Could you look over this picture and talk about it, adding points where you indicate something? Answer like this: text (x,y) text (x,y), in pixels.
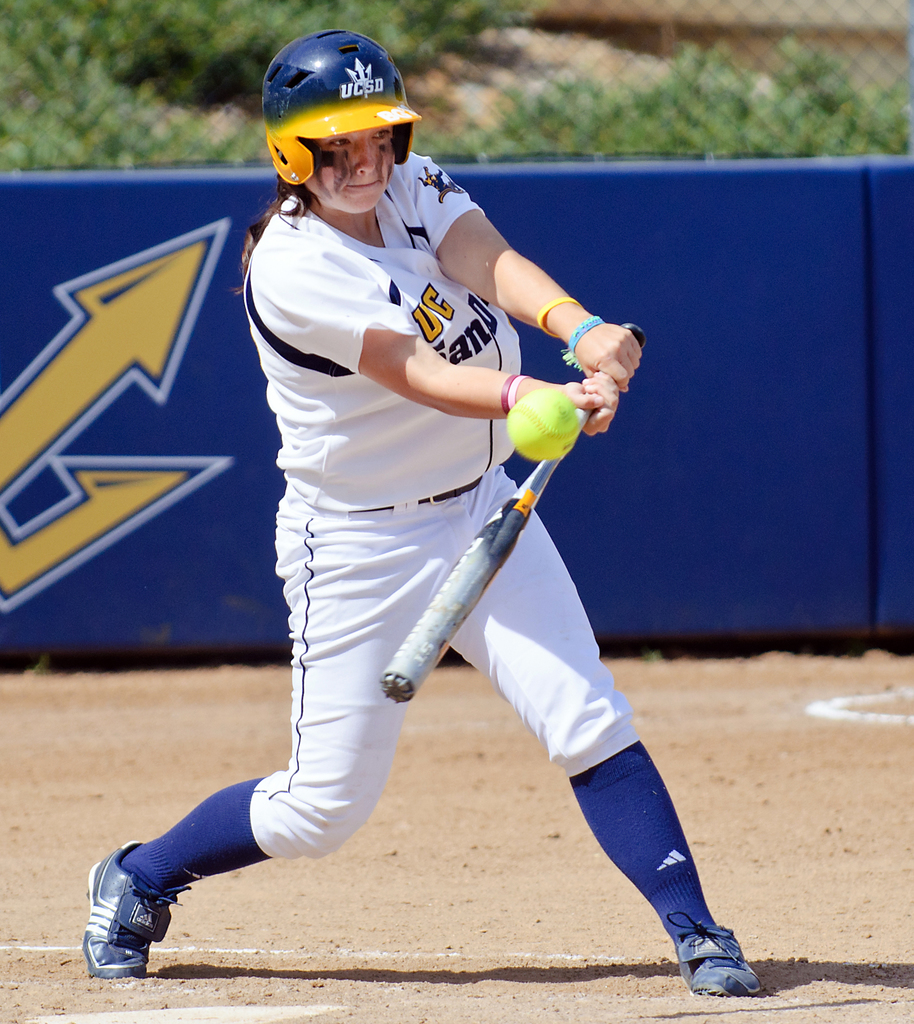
In the center of the picture (367,432) there is a woman (354,605) holding a bat (525,494) and trying to hit the ball (544,425). At the bottom (246,932) there is soil (461,941). In the background (704,176) there are fencing (101,420), banner (554,207), outside the fencing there are trees (89,53).
